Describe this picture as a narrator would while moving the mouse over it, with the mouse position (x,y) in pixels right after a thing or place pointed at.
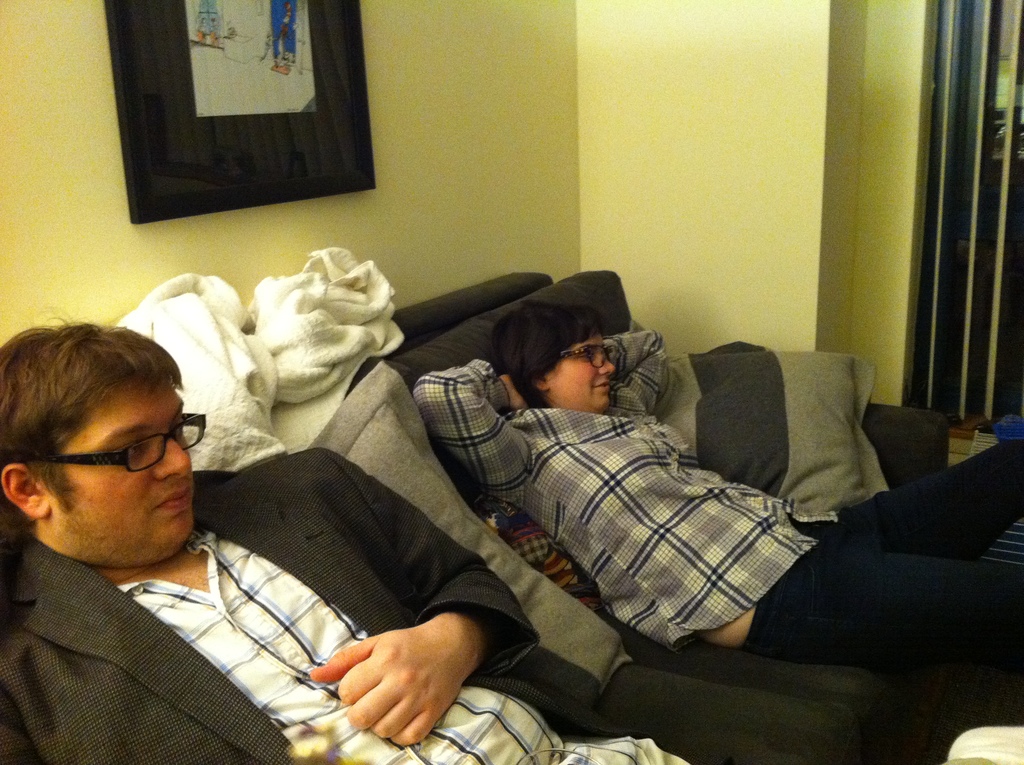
In the image in the center (596,455) we can see two persons (243,752) were sitting on the couch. And on couch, we can see pillows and clothes (234,383). In the background (31,217) there is a wall (30,69), photo frame (345,175) and few other objects (1010,341).
